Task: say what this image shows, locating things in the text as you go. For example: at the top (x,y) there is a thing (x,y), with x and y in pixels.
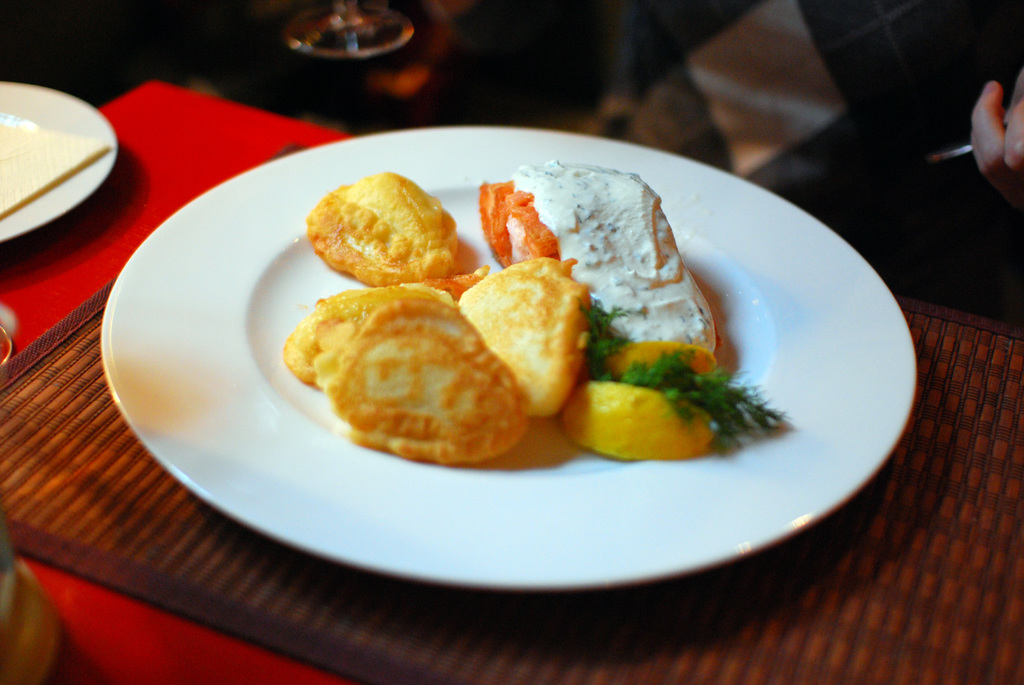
In this image there are food items (341,264) on the plate (744,218). Beside the plate (240,251) there are a few other objects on the table (42,280). On the right side of the image (1006,168) we can see the hand (1008,142) of a person (978,155).
